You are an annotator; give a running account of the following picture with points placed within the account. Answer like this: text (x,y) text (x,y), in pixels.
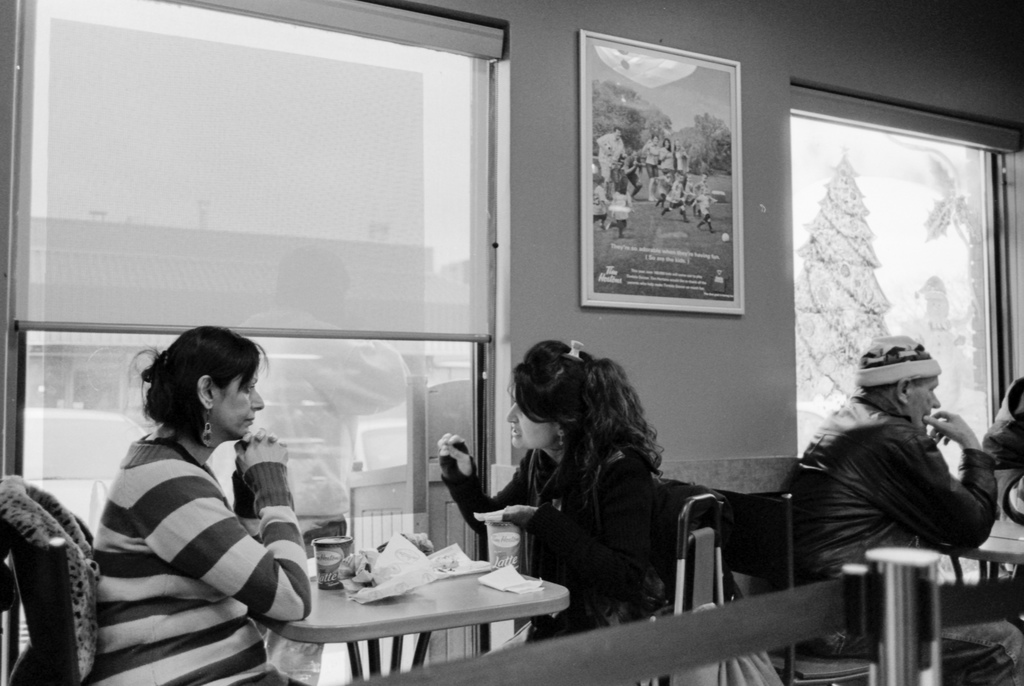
It is a black and white picture, in this picture two women (528,462) sitting on the table (437,584) sorry near the table (339,612) on the chair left side (184,518) woman (176,544) is wearing a sweater (169,549) and the right side woman (616,543) is wearing a jacket (579,517) seems like what they are talking to each other and having some snack (385,560). In the back ground (383,356) i could see the window (407,514) and the blinds (380,287) open and the right corner of the picture (891,453) one of the person (898,441) is sitting on the chair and seems like he is hearing the other person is wearing a cap (896,377) and the jacket (910,509) there is fence rod (908,609) in the picture.
